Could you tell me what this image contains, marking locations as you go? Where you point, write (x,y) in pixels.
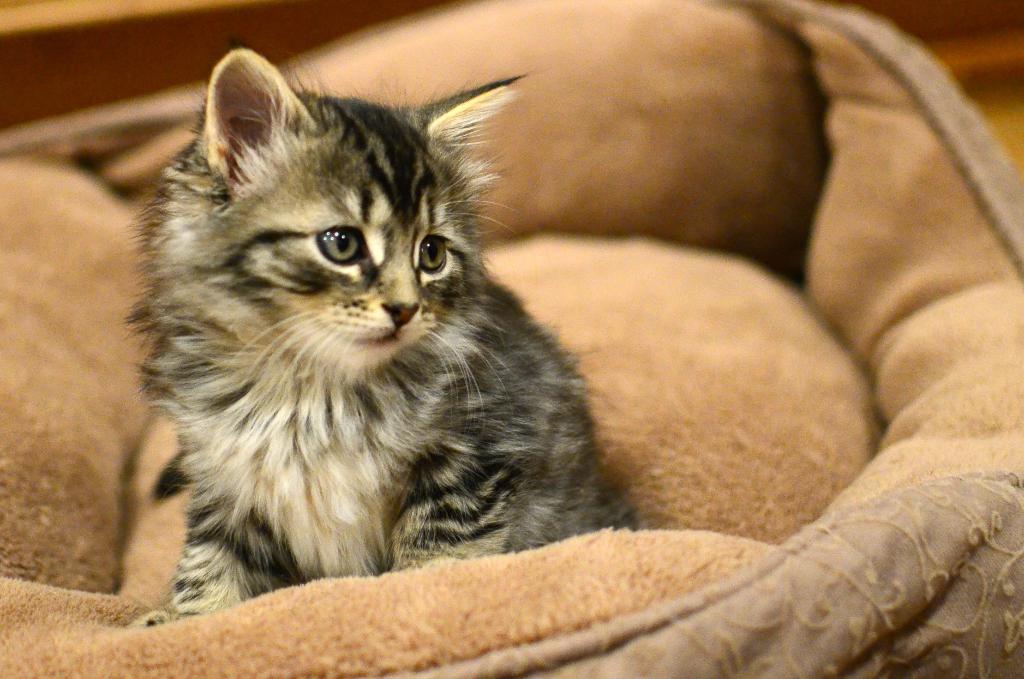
In this image I can see the cat (302,347) which is in white and black color. It is on the brown color bed (700,376).
